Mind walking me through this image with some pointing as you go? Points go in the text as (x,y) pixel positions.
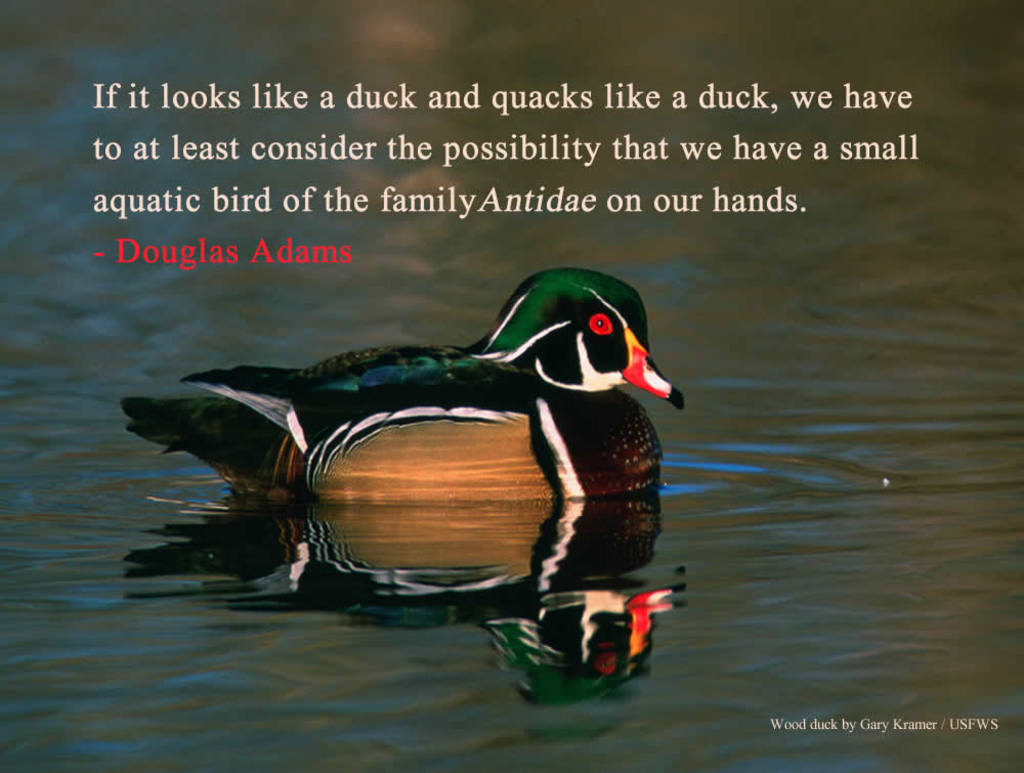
In this image I can see the bird (350,462) in the water (433,594). I can see the bird (451,479) is in black, white, green, brown, red, and yellow color. I can see something is written on the image.
